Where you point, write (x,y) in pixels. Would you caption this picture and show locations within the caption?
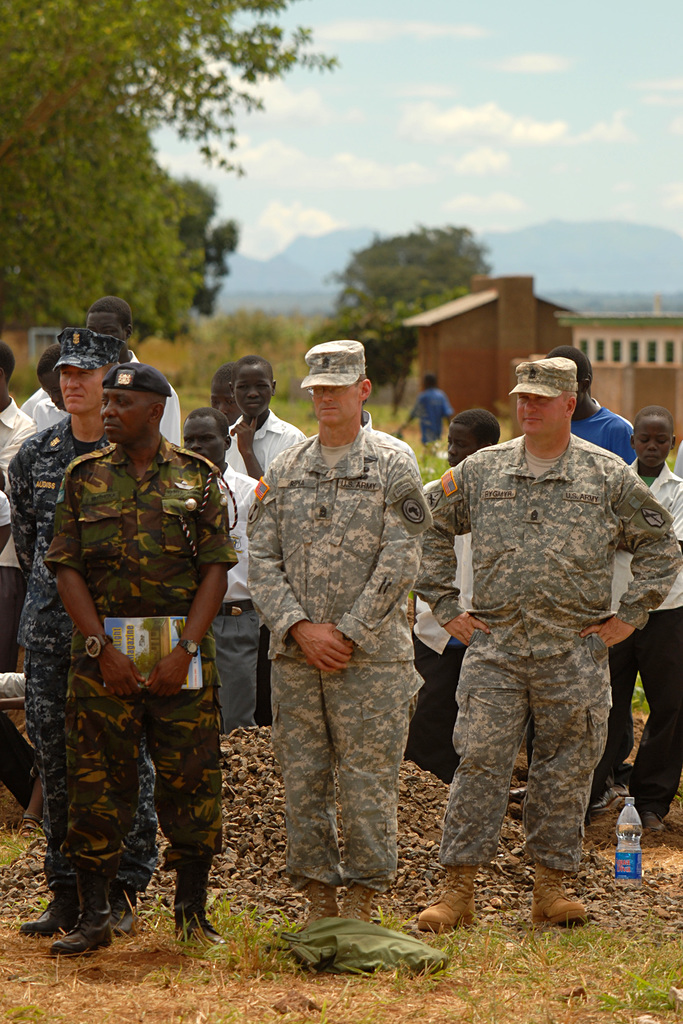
In this picture I can observe some men (415,699) standing on the ground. Some of them are wearing caps (84,365) on their heads (342,396). There is a water bottle (622,816) on the right side (618,829). In the background (454,360) I can observe building (527,336), trees (189,284) and clouds (284,172) in the sky (376,129).
